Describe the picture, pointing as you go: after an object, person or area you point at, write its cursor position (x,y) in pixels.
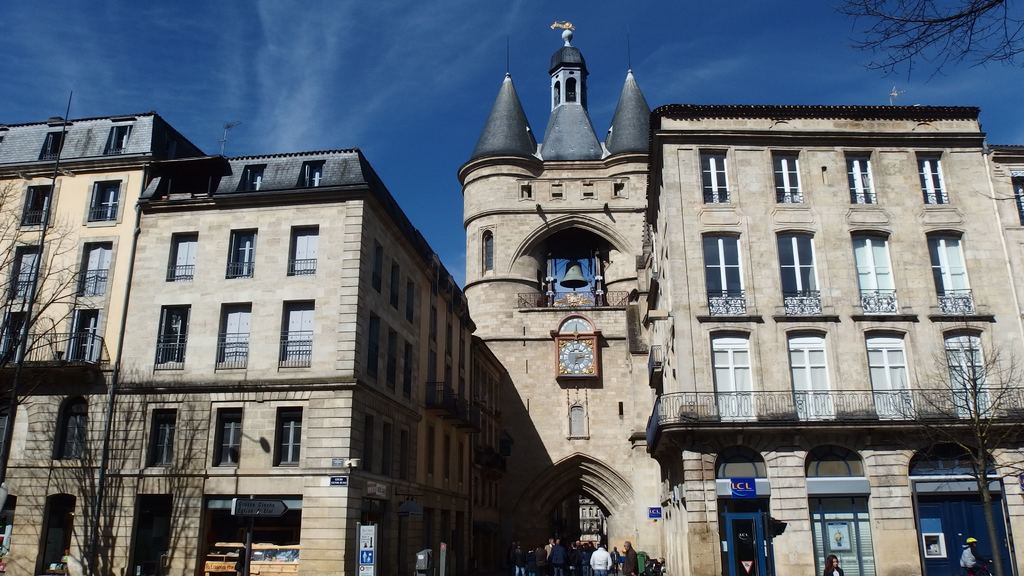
This image is taken outdoors. At the top of the image (228,50) there is the sky (384,102) with clouds (353,104). In the middle of the image (485,275) there are a few buildings (352,357) with walls (323,361), windows (228,320), roofs (500,145), grills (722,296), railings (705,394), balconies (668,397) and pillars (896,544). There is a bell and there is a clock (590,336). There are a few trees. At the bottom of the image (552,555) a few people (581,553) are walking on the floor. There are a few doors (731,528).
